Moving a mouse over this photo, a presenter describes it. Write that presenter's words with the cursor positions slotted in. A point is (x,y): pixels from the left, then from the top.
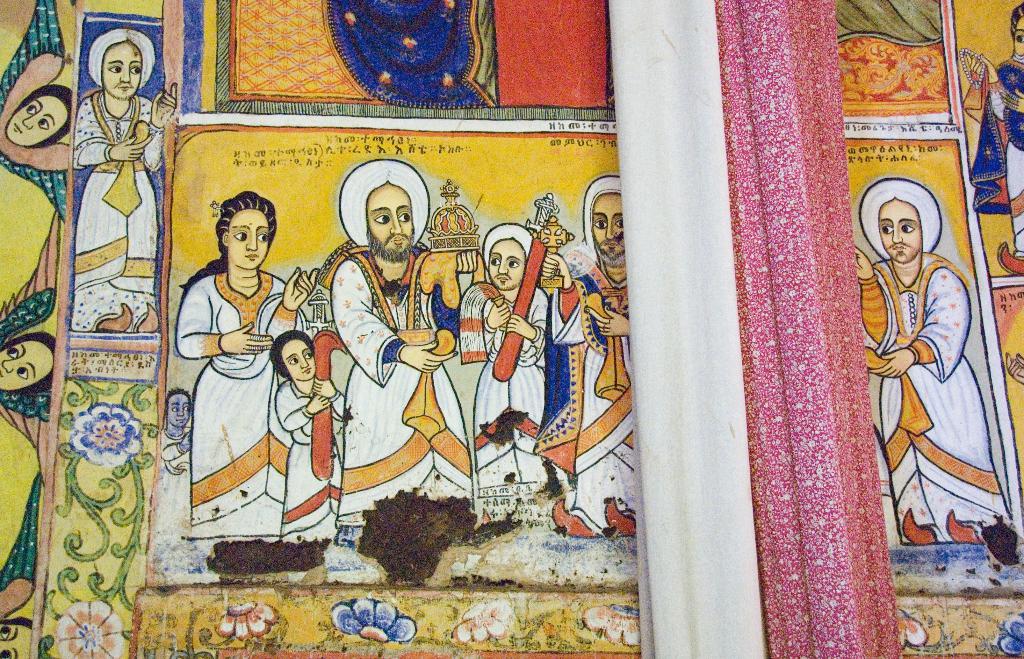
Here in this picture we can see a painting (348,174) present on the wall (1018,128) over there and in front of that we can see a curtain (702,52) hanging over there.
